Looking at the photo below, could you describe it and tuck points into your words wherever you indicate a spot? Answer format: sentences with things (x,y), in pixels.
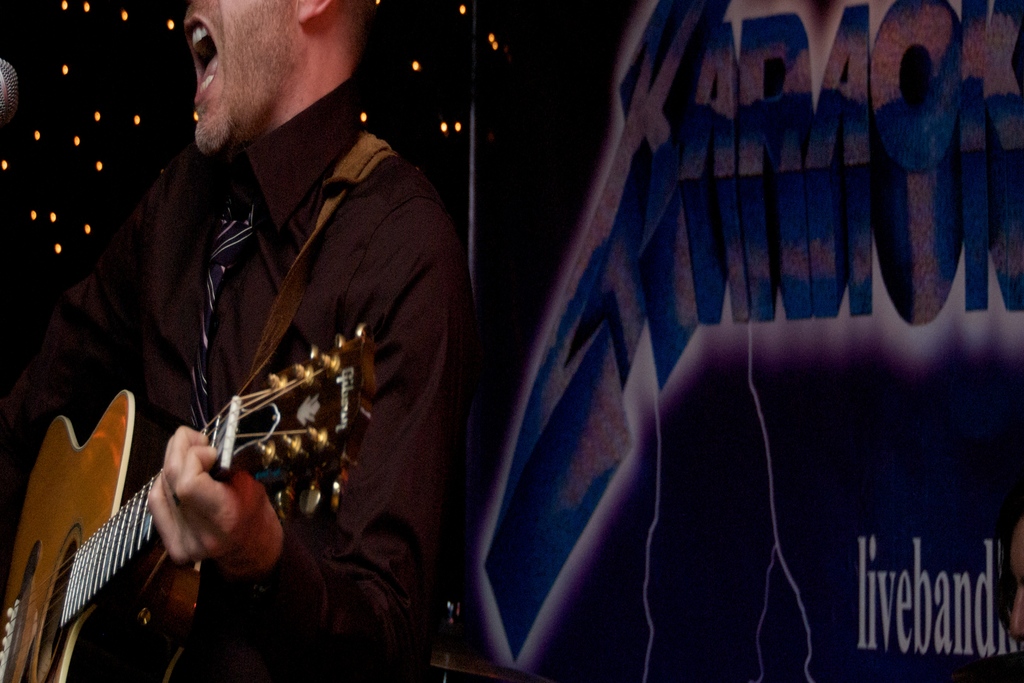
In this image I can see a man (353,304) holding a guitar (312,372) in his hand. Here I can see a mic (11,111).
